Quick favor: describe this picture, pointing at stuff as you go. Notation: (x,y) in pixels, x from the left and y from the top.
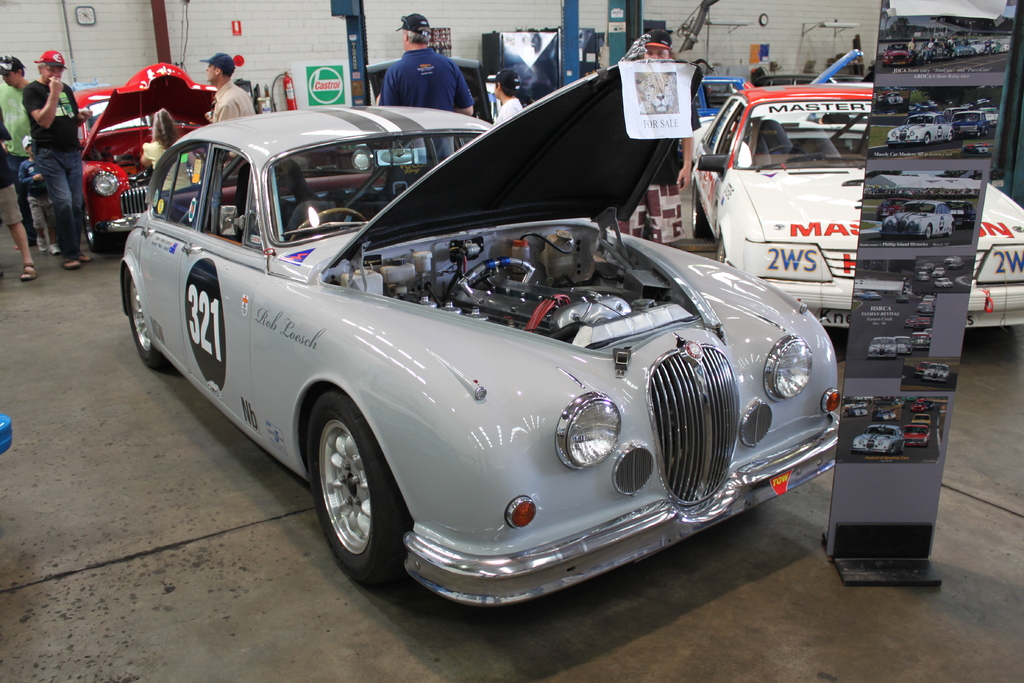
In this image we can see there are vehicles (442,187). There are people (457,77). Among them few people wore caps (514,86). There are boards (956,117). There is a fire extinguisher (290,80) on the wall (728,48). There are objects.
